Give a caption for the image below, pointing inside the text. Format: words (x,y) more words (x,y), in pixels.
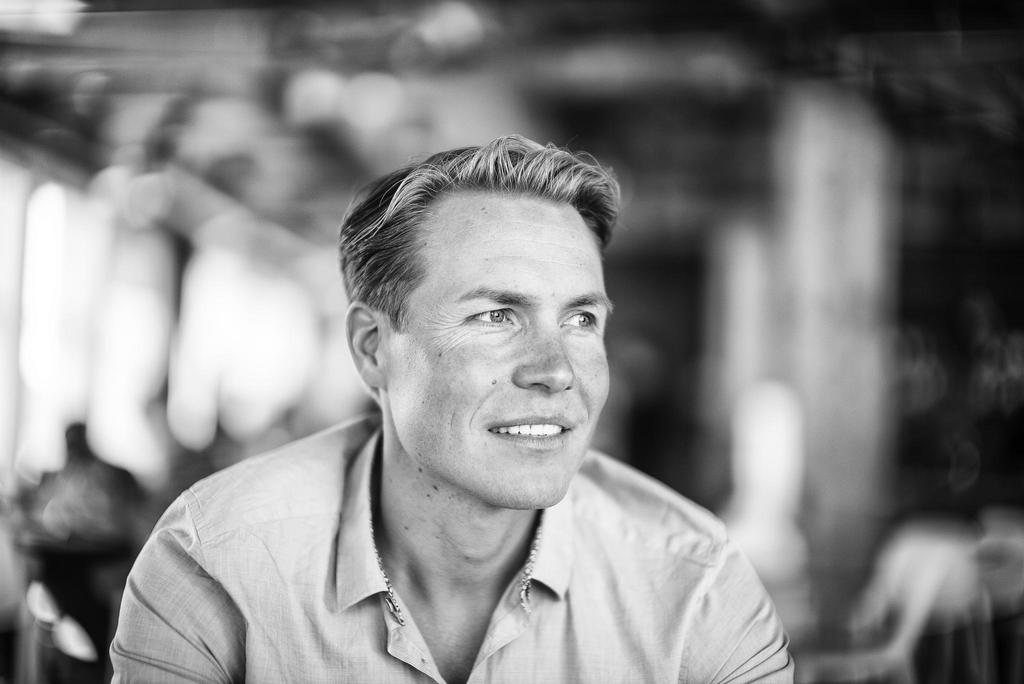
In this image, we can see a man (211,479) sitting and he is smiling, there is a blur background (949,219).
